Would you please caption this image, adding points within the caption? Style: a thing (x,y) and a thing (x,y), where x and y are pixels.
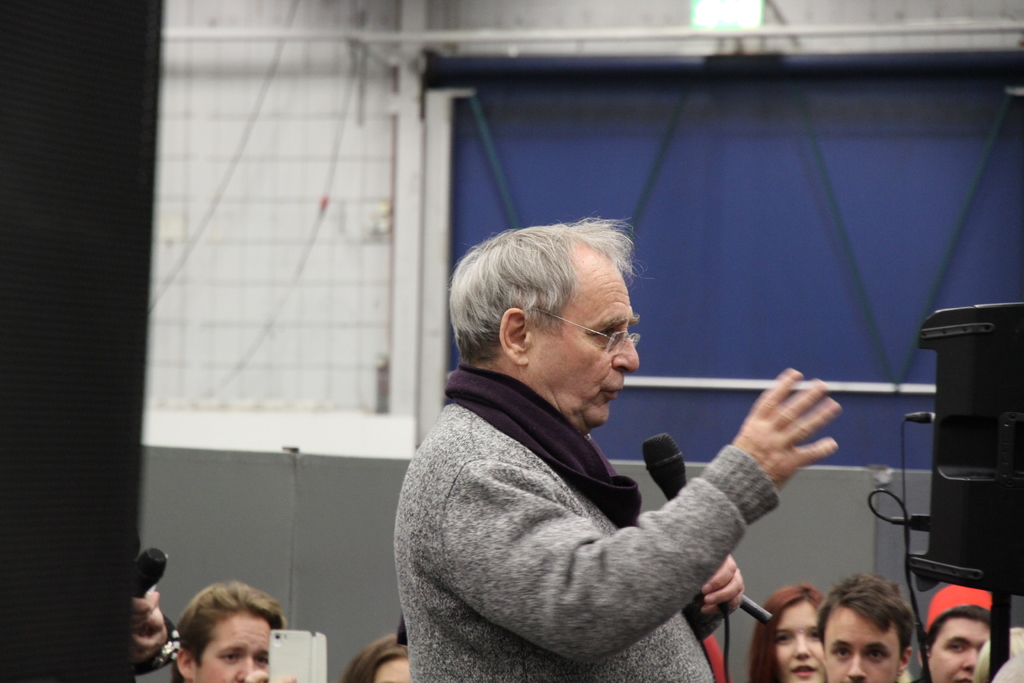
In this image in the foreground (516,371) there is one person (521,406) standing, and he is holding a mike (681,487) and talking. And in the background (166,619) there are some people (166,619) one person (245,647) is holding a mobile (279,647), and one person (155,592) is holding a mike (157,581) and on the right side (963,499) there are speakers (935,406). And in the background (920,423) there is a wall (327,206) and some wires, and on the left side (83,178) there is some object (54,181).
